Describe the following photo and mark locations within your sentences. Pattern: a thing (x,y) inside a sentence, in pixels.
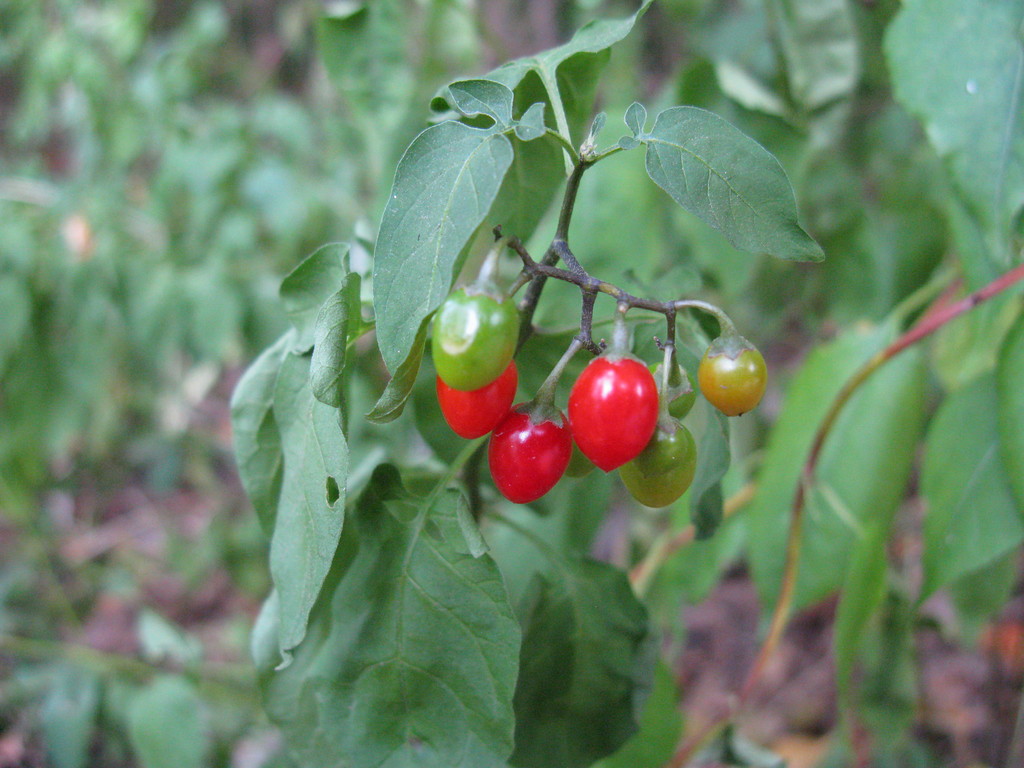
In this image there are vegetables (445,322) and plants (797,453).
